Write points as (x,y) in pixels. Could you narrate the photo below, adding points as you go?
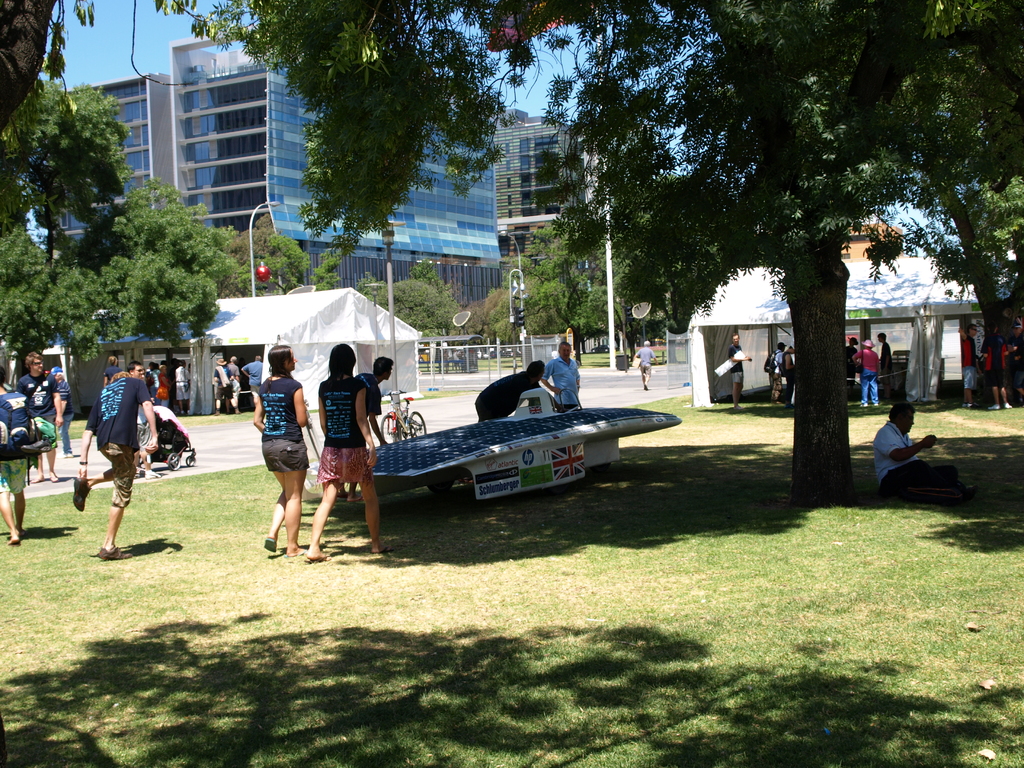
In this image there are a few people (87,478) walking and a person (898,486) sitting on the ground (846,535). There is grass (467,603) on the ground (249,623). There are tents (740,325) in the image. There is a road (442,397). Beside the road (449,408) there are street light poles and a railing (461,351). There is a cycle (411,415) parked on the road (430,415). In the background (440,214) there are buildings (470,208). At the top (109,37) there is the sky (529,77). At the bottom (416,704) there is a ground (426,646).
